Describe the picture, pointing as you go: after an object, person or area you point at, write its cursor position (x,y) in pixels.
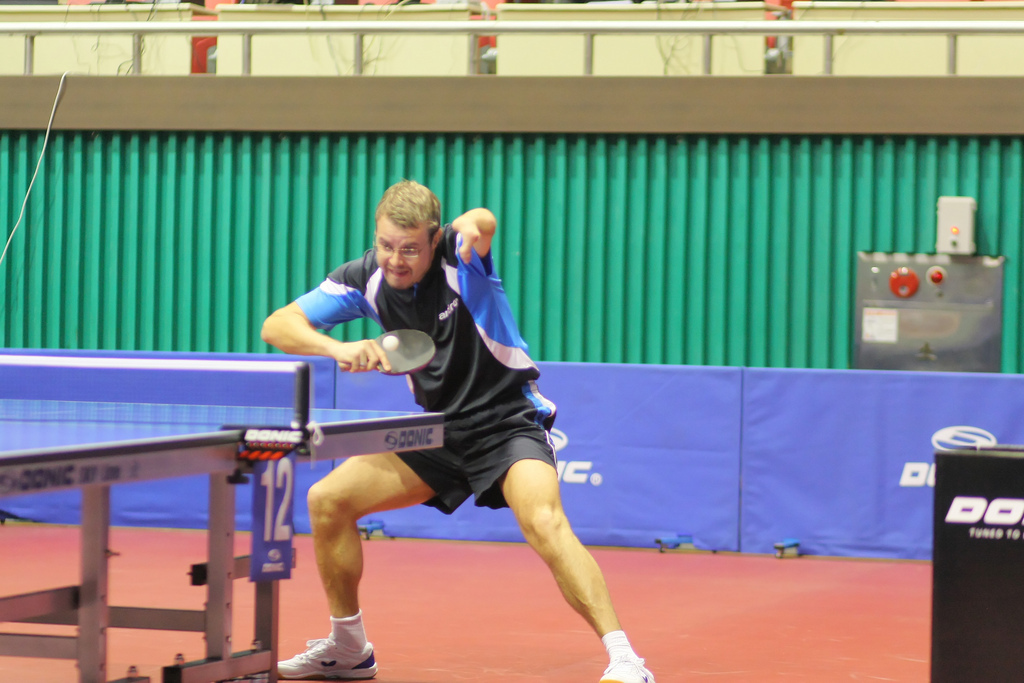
Man (478,296) in black and blue t-shirt (463,319) is playing table tennis. Behind him, we see blue boards (706,415) and behind that, we see green wall (518,180) and on the right bottom of the picture (951,548), we see black color box (968,559).
